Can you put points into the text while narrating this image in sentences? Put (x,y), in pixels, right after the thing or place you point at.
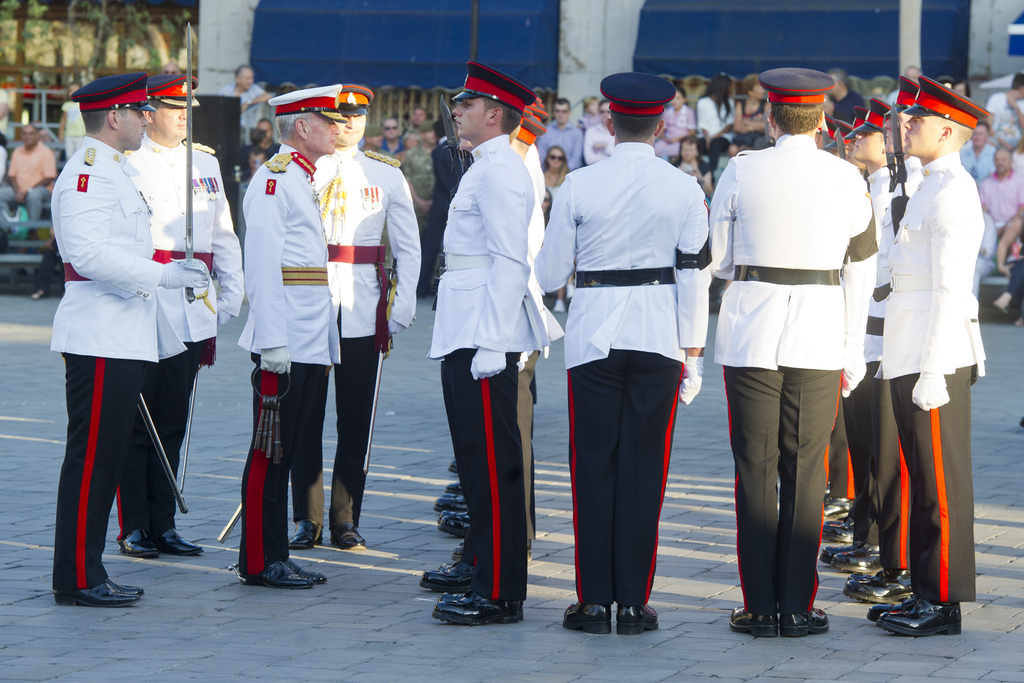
In this picture I can see few people (617,478) are wearing common dress (635,478) are standing and holding some objects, behind we can see few people (999,110) among them some are standing and some are sitting.
